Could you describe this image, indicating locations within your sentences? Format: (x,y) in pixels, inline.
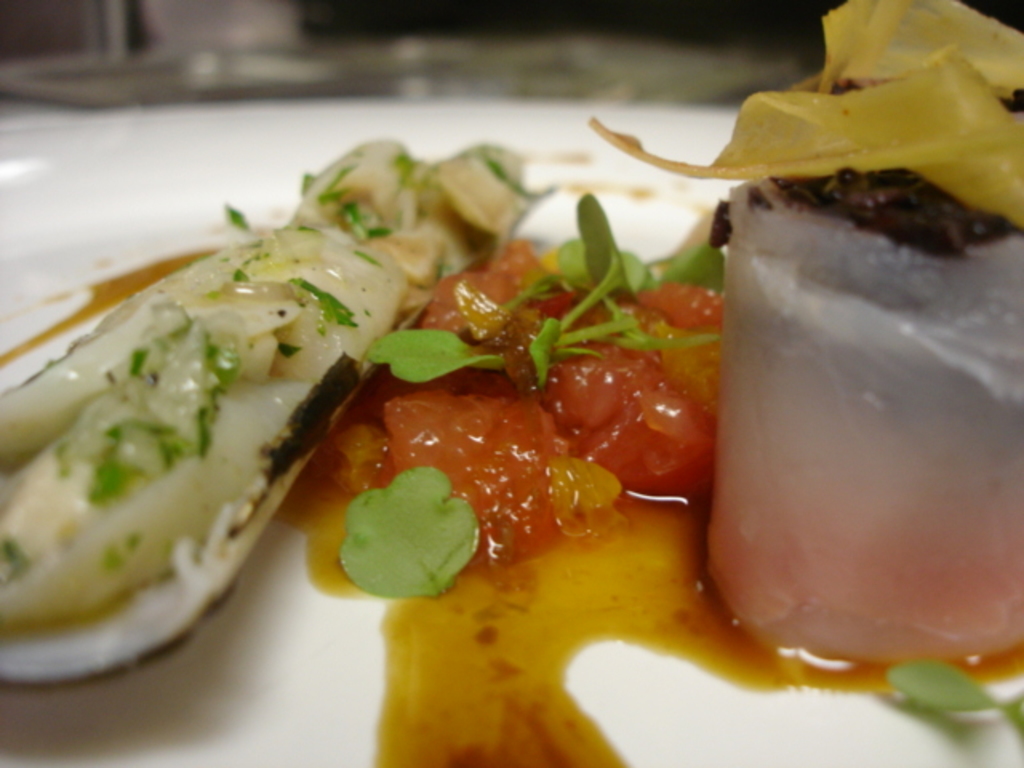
In this image we can see food item (539,404) is kept in a white color plate (150,226).
